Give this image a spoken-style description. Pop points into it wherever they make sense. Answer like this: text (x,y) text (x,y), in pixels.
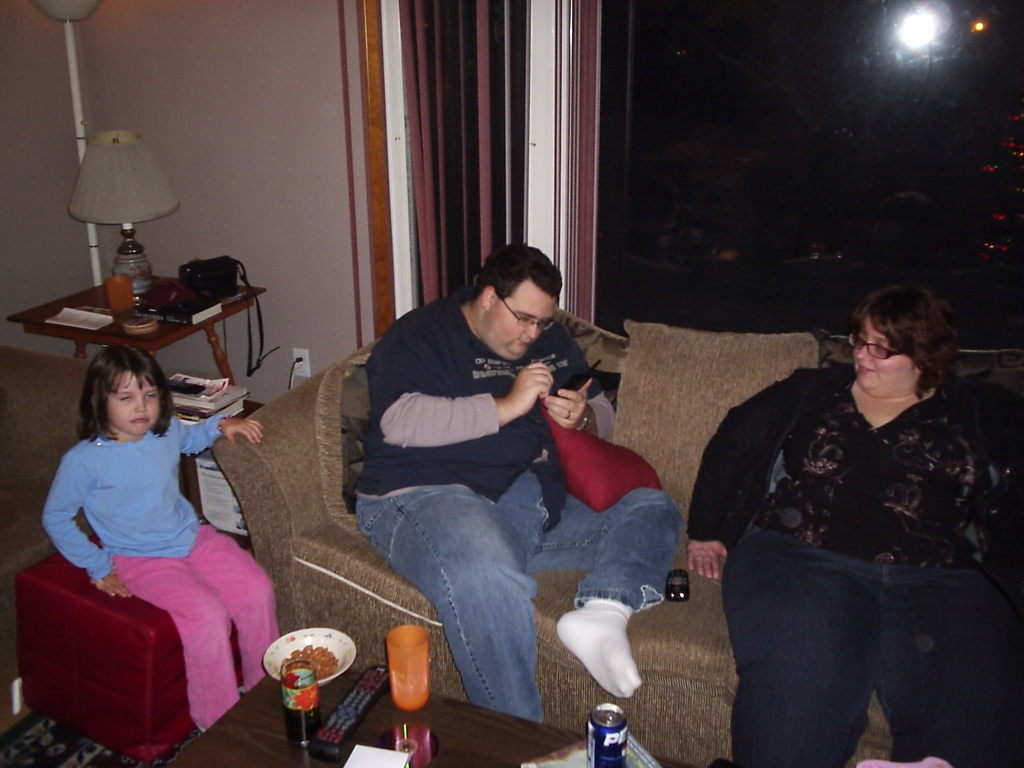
Here we can see two persons (834,758) sitting on a sofa (653,723) and the person (392,532) on the left side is checking his mobile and the person (862,340) on the right side (891,372) is smiling. There is a girl (254,623) sitting on this stool (100,606). This is a wooden table (293,753) where a cup (422,701), remote (361,695) and a bowl (325,677) are kept on it. This is a table lamp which is kept on this wooden table (92,304).
